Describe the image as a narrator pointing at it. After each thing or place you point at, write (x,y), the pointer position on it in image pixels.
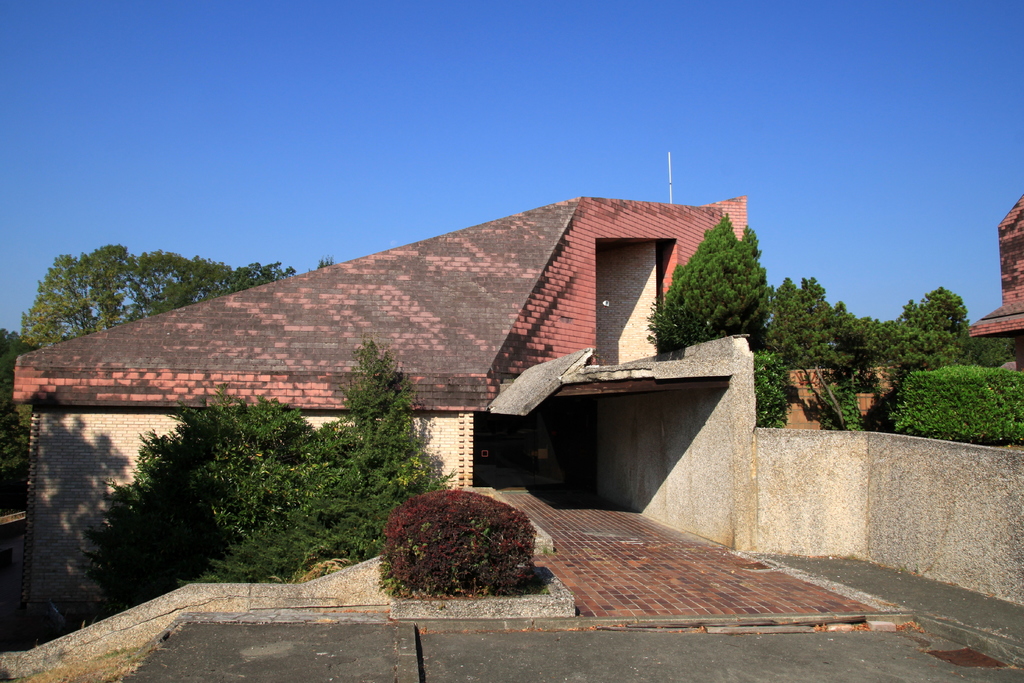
In this picture we can see a house (516,326) and in front of the house (549,311) there are plants (422,544) and a path (371,650). Behind the house (442,285) there are trees (697,337) and a sky (406,109).
